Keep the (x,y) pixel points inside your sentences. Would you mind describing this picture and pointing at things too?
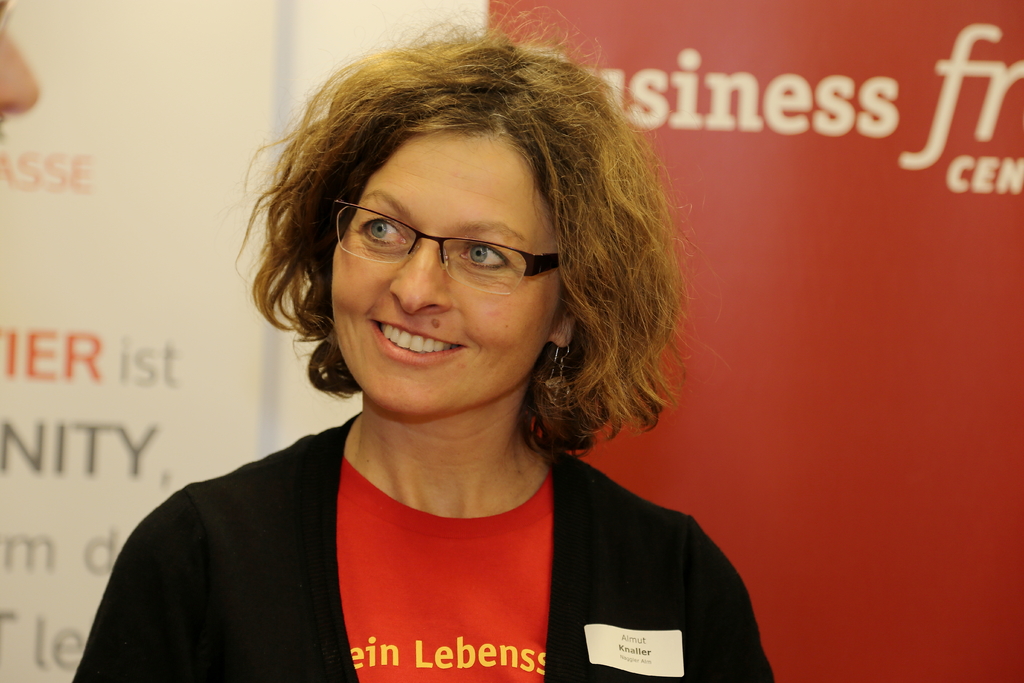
This is the woman (470,531) standing and smiling. She wore a jacket (279,606), T-shirt (428,611) and spectacles (495,266). In the background (785,467), that looks like a banner (798,257).
